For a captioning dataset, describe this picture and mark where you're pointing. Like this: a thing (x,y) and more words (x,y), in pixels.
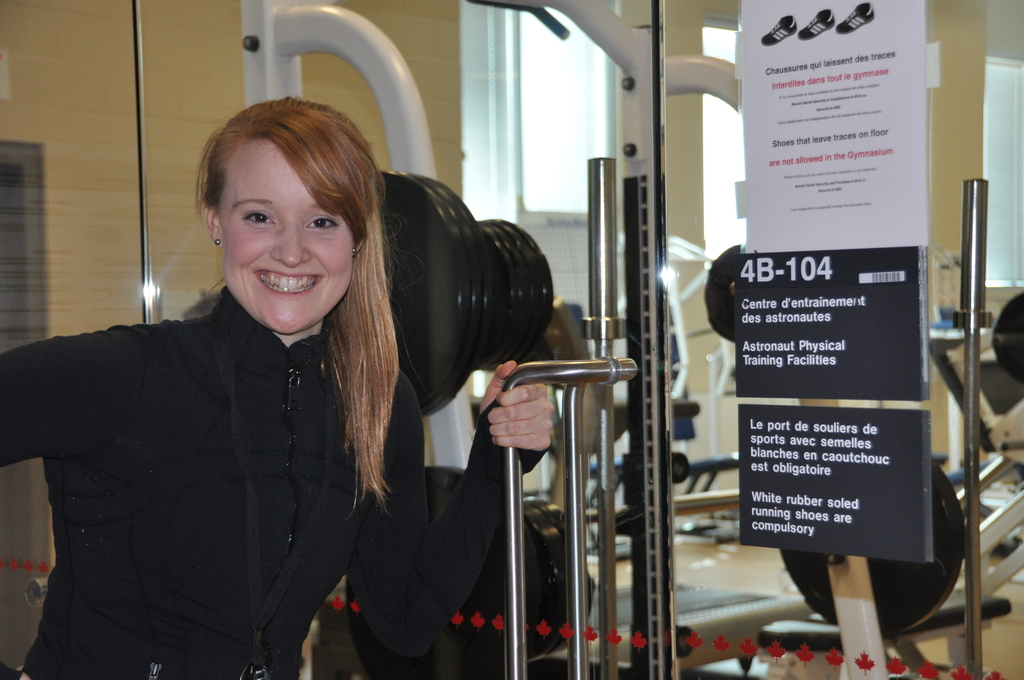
In this picture I can see a person (259,266) with a smile. I can see the glass door (684,351).
